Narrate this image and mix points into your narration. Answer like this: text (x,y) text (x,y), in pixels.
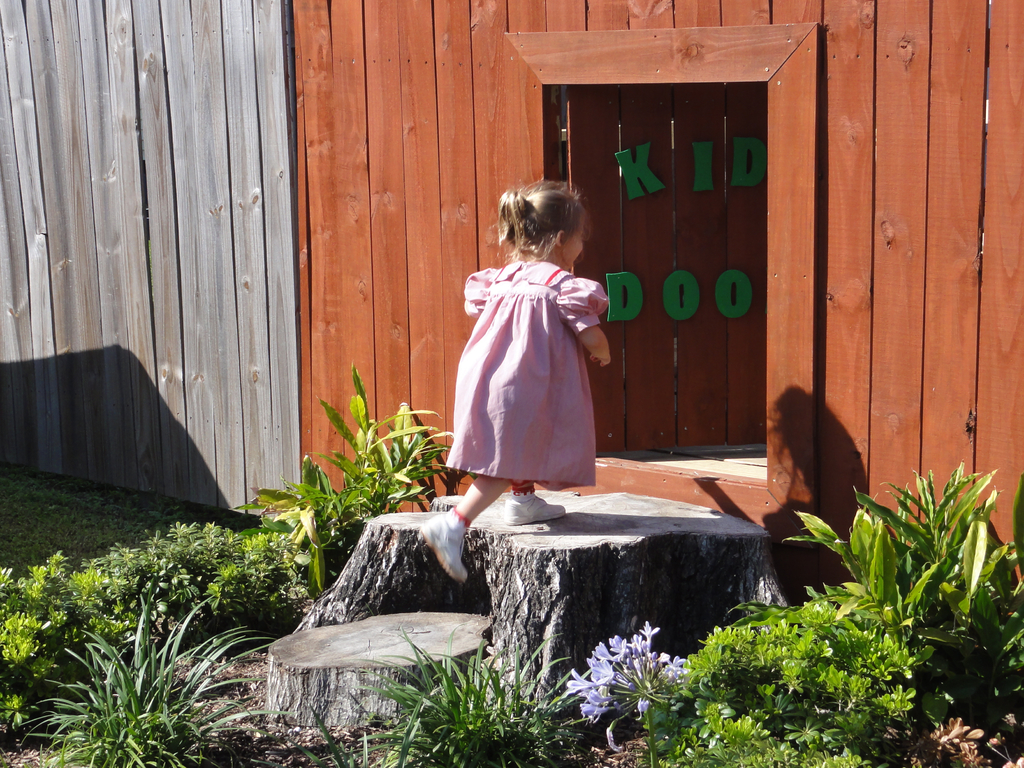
In this picture I can see a girl (542,420) walking and I can see plants (746,749) and couple of wooden barks (517,595) on the ground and I can see text (698,155) on the wooden wall (716,222).
